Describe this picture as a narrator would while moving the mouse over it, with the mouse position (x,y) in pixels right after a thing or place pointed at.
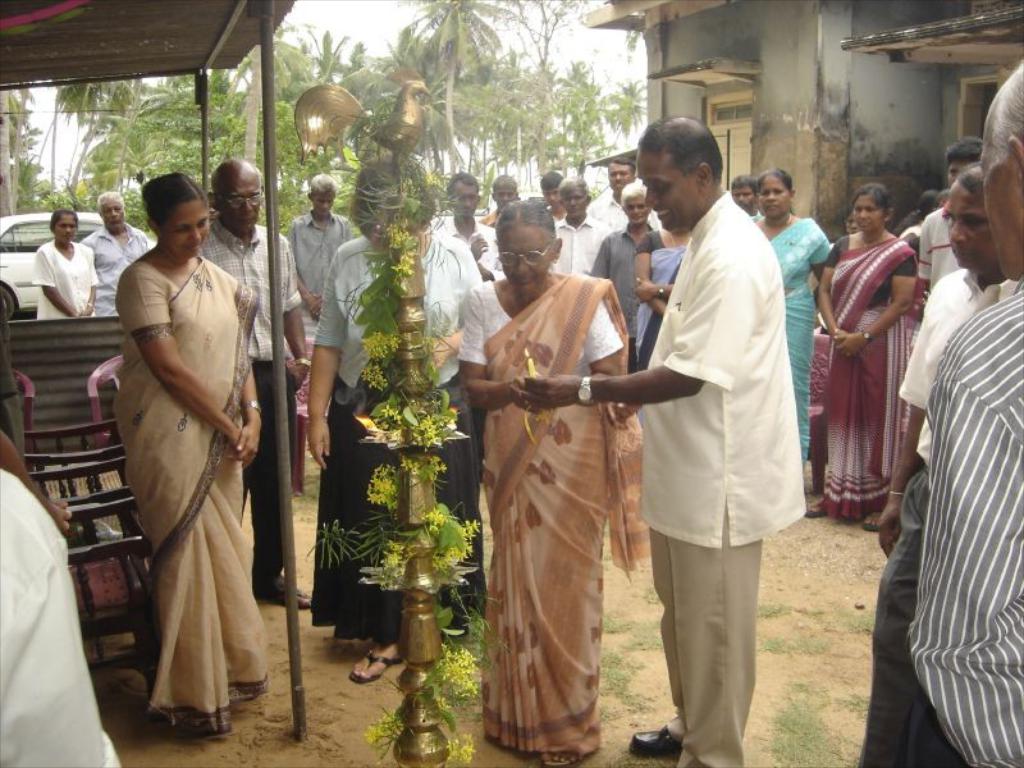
There is a crowd (805,455). Person (790,422) in the front (597,358) is holding a candle (534,369) with light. Also there is a light stand (403,375) with decorations (390,299). There is a shed (159,72) with poles (199,124). On the right side (742,83) there is a building (819,116). In the background (386,81) there are trees (456,77). Also there are chairs (61,492) on the left side (102,527).
